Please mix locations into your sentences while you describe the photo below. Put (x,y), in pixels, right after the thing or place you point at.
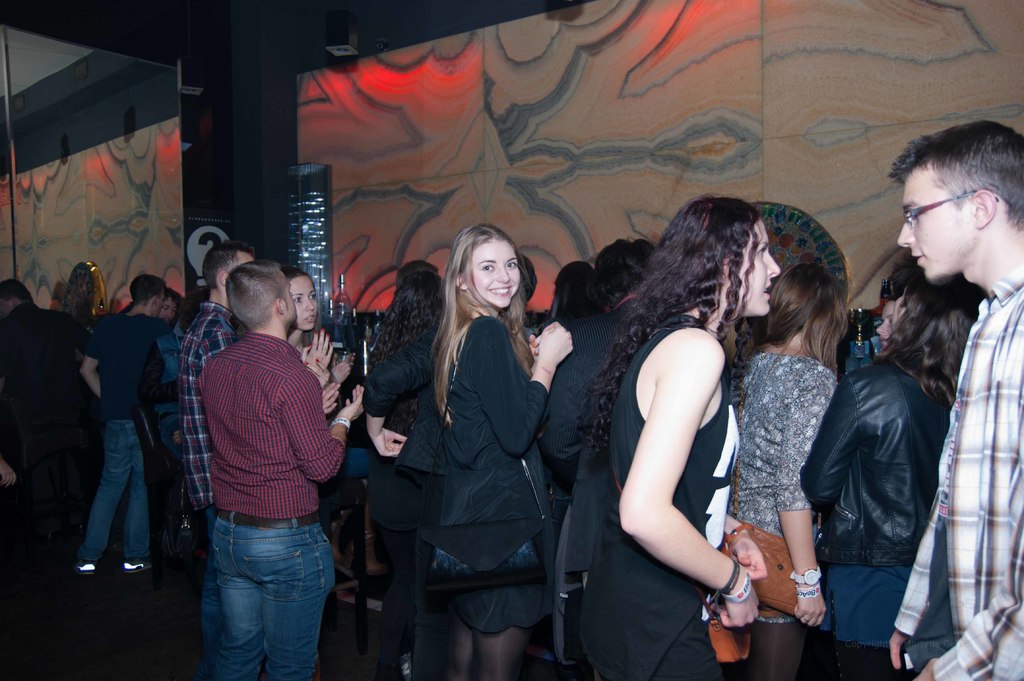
In the center of the image (489,286) we can see a woman (541,369) wearing the bag (528,570) and standing and also smiling. We can also see the people (377,396) standing on the floor (187,643). In the background (443,184) we can see the wall (543,119) and also bottles (349,307).
